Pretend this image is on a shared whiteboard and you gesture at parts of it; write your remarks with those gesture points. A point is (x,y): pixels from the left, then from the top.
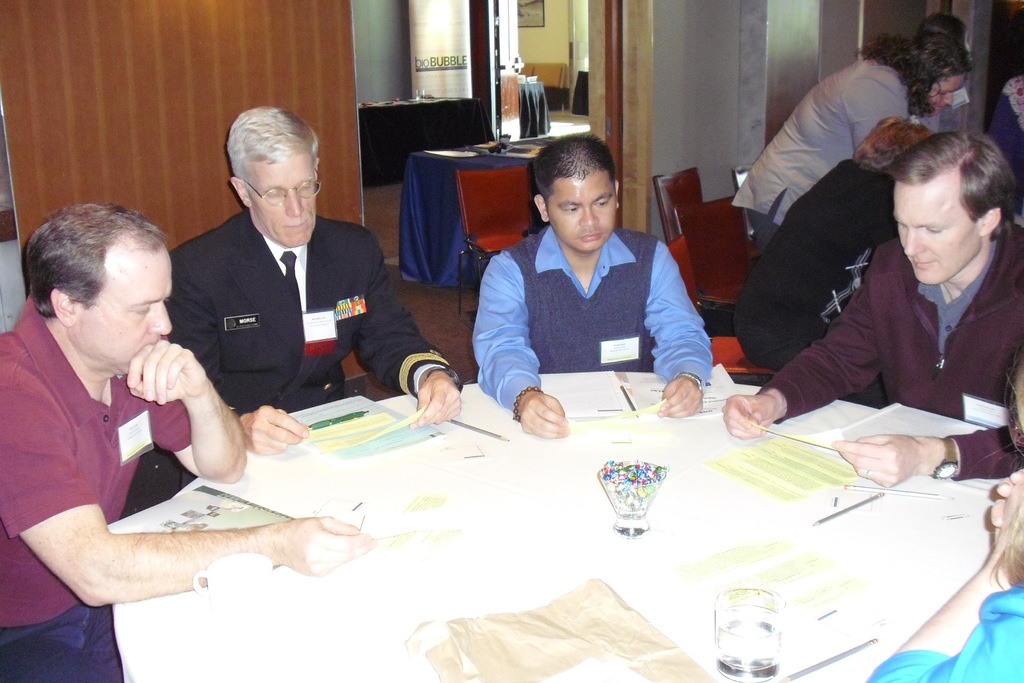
In this picture I can see a number of sitting chairs (696,299). I can see the tables (499,586). I can see a few people (613,311) sitting. I can see glasses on the table (480,565). I can see a few people (816,158) on the right side (823,169).
